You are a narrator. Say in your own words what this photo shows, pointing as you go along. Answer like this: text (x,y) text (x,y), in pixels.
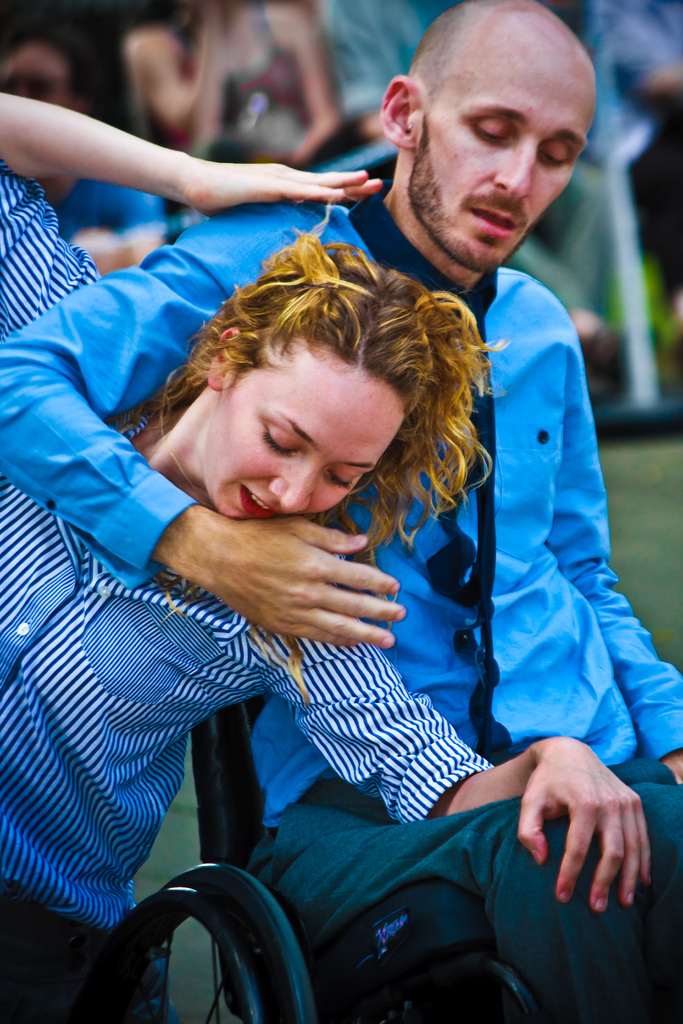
In the image we can see there is a man (530,616) sitting on the wheelchair (243,886) and he is holding a woman (221,485). Behind there are other people (53,69) sitting and background of the image (649,461) is blurred.
